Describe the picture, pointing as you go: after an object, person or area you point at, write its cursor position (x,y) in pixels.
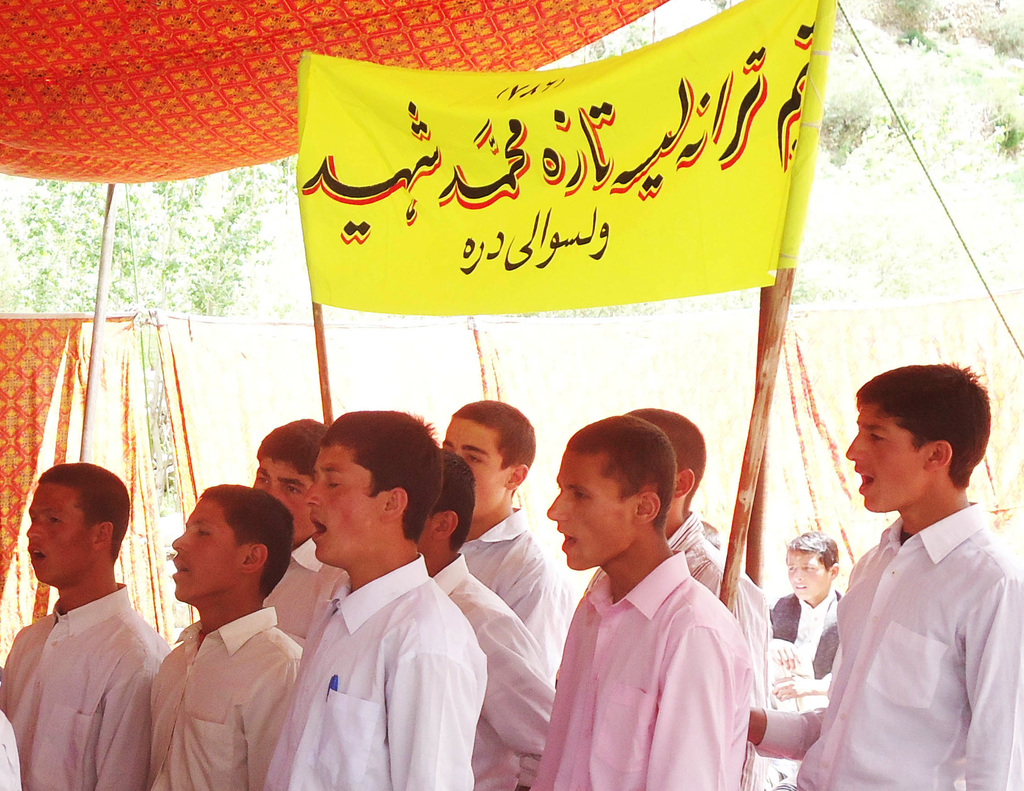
At the bottom (483,600), we see the group of people (606,657) are standing. I think they are singing the song. We see two men (756,679) are holding wooden sticks (741,514) and a banner (610,236) in yellow color with some text (539,257) written on it. All of them are standing under the red tent (295,103). Behind them, we see a man (804,601) in black jacket (826,664) is sitting. Behind them, we see sheets (553,363) or clothes (553,363) in red and yellow color. There are trees (909,111) in the background (881,126).
